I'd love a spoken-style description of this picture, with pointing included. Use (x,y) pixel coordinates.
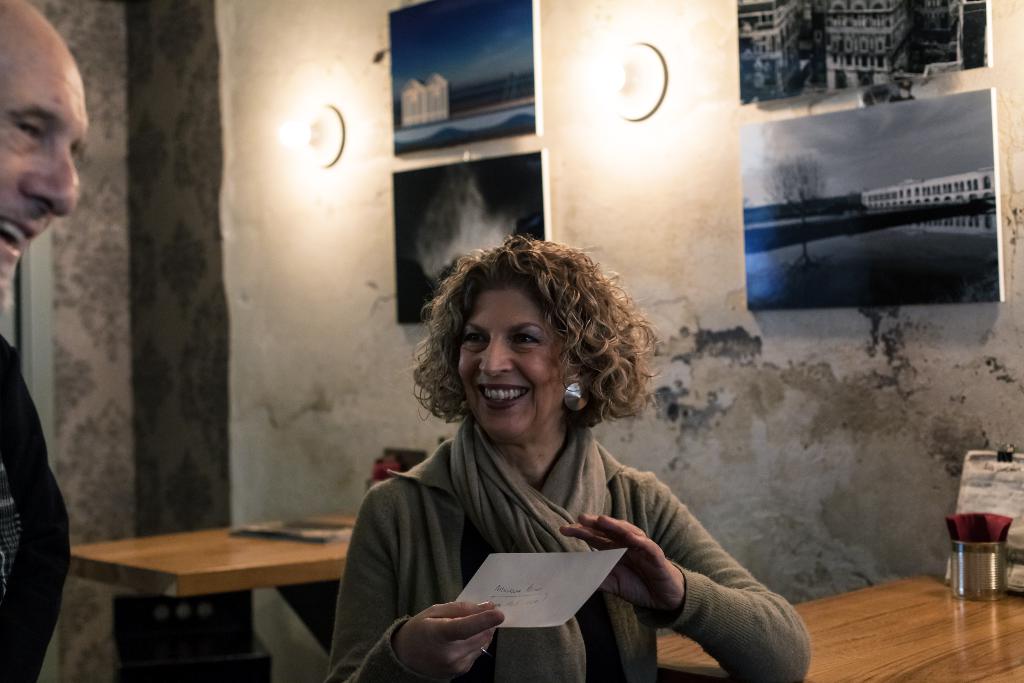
This is a picture taken inside of a house (226,542) and there are the two persons (8,371) they smiling and a person (529,522) middle she holding a paper (558,556) and back side of her there is a wall (472,149) and on the wall (589,75) there is photo frame (472,120) attached to the wall (679,377) and right side there is a table (981,631) and there are some objects (968,526) kept on the table (986,644).
